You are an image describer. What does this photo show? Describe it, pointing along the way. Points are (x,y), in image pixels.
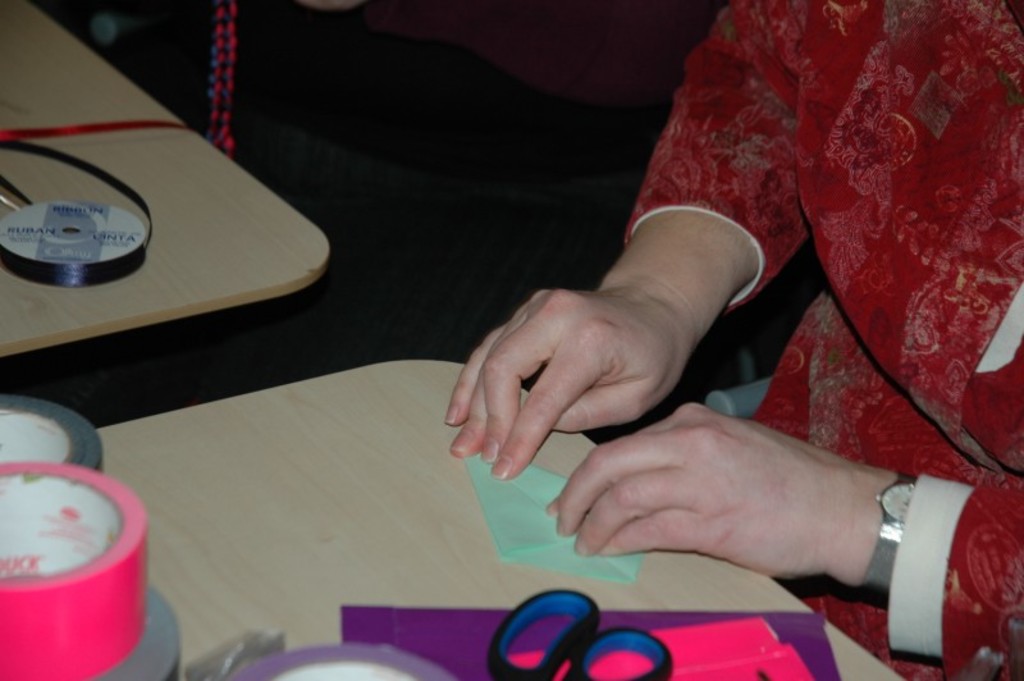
In the image there is a woman (737,441) she is folding a paper (539,543) and beside the paper (525,509) there are other craft items (114,521) and on the left side (172,269) there is another table (189,256) and on that table (76,181) there is a ribbon (74,221).
